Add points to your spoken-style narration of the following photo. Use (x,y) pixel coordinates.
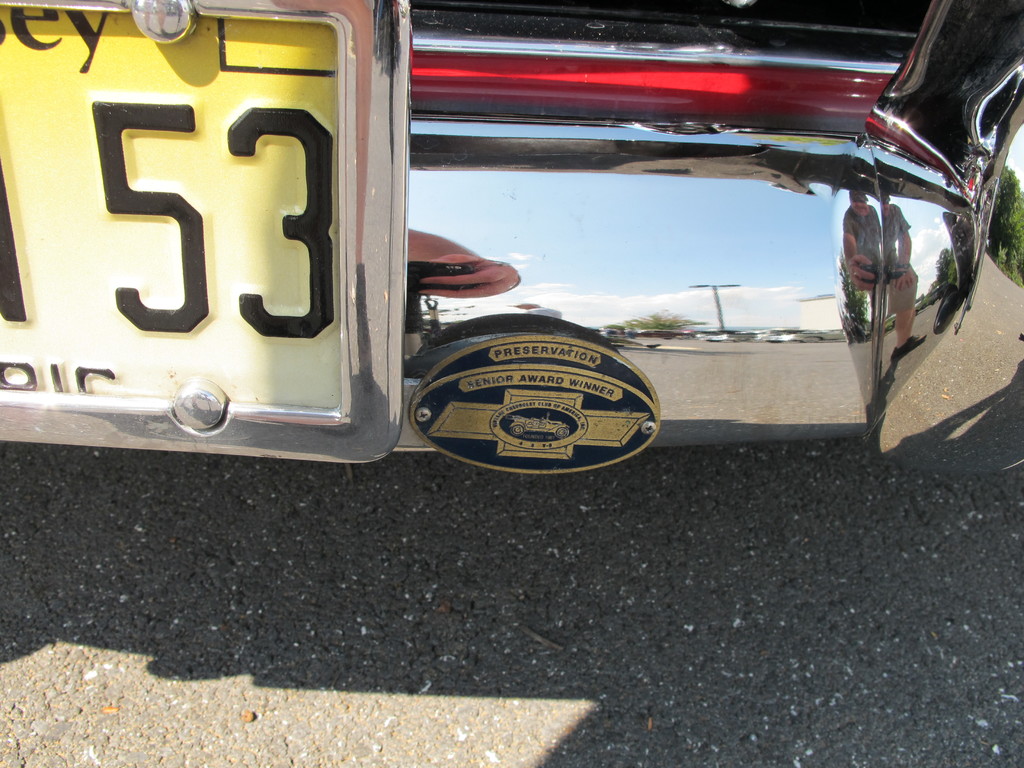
In the picture I can see a number plate (161,212) of a vehicle (729,146) in the left corner (208,168) and there are some other objects (497,226) beside it.
